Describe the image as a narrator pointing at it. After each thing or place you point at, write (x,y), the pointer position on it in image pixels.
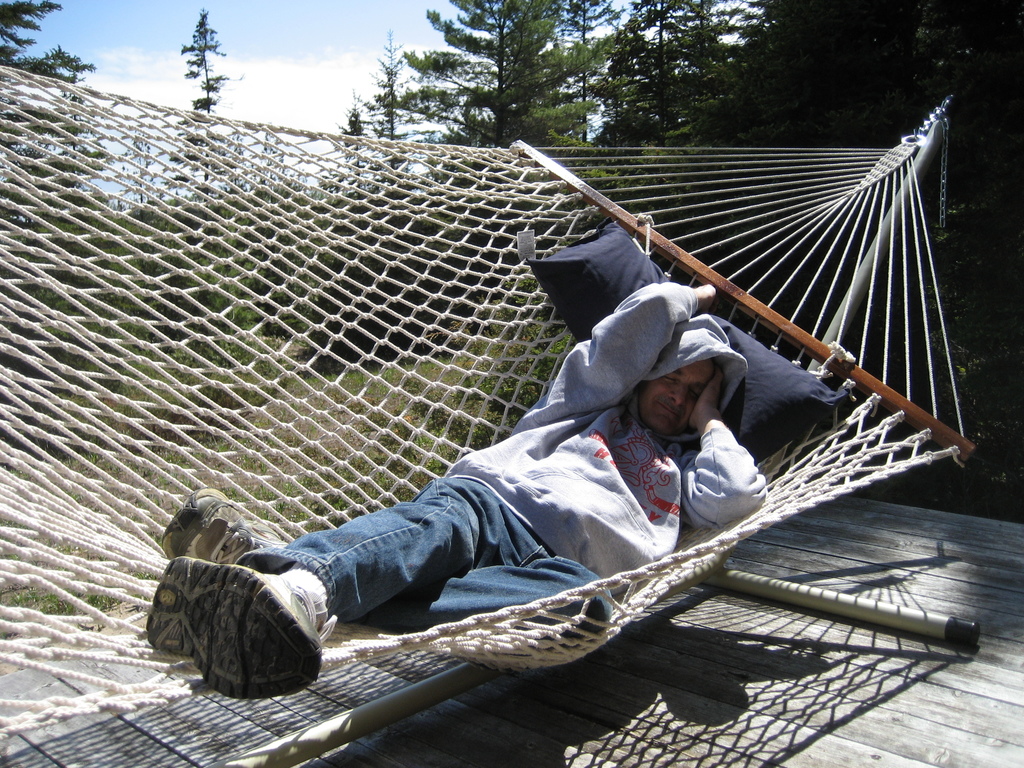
A person (533,470) is sleeping on a hammock (893,445). There is a pillow (738,393). There are trees (760,141) at the back (480,91).
